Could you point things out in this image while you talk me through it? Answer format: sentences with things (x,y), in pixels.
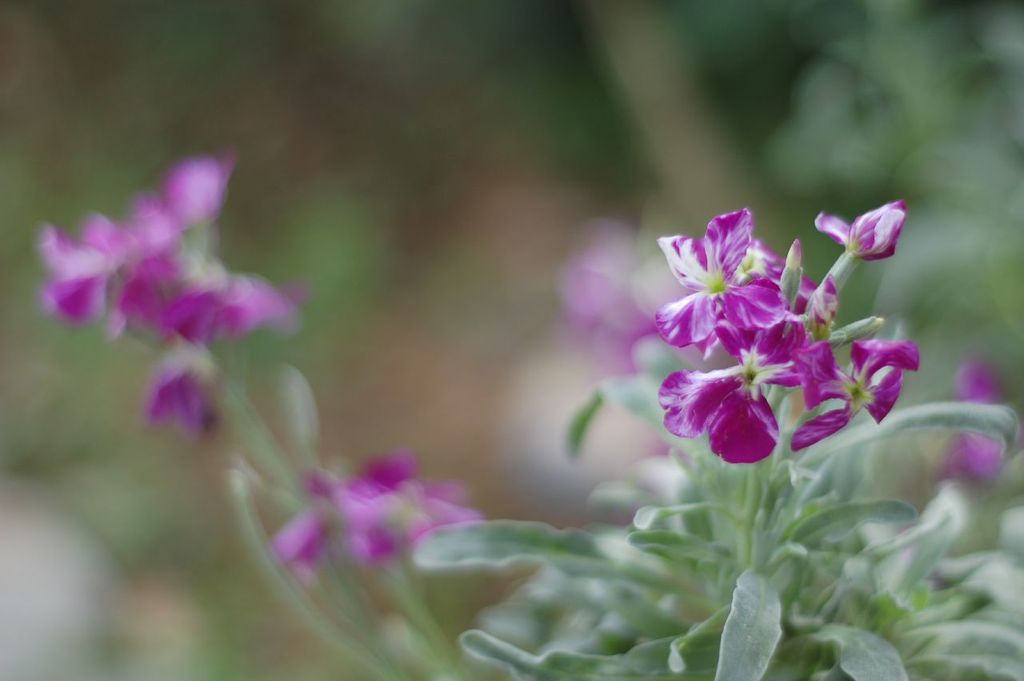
In the foreground of this image (808,280), there are pink flowers (805,380) to the plants (801,587) and also few flowers (313,531) to the plants (332,558) and the background (417,121) is blurred.
